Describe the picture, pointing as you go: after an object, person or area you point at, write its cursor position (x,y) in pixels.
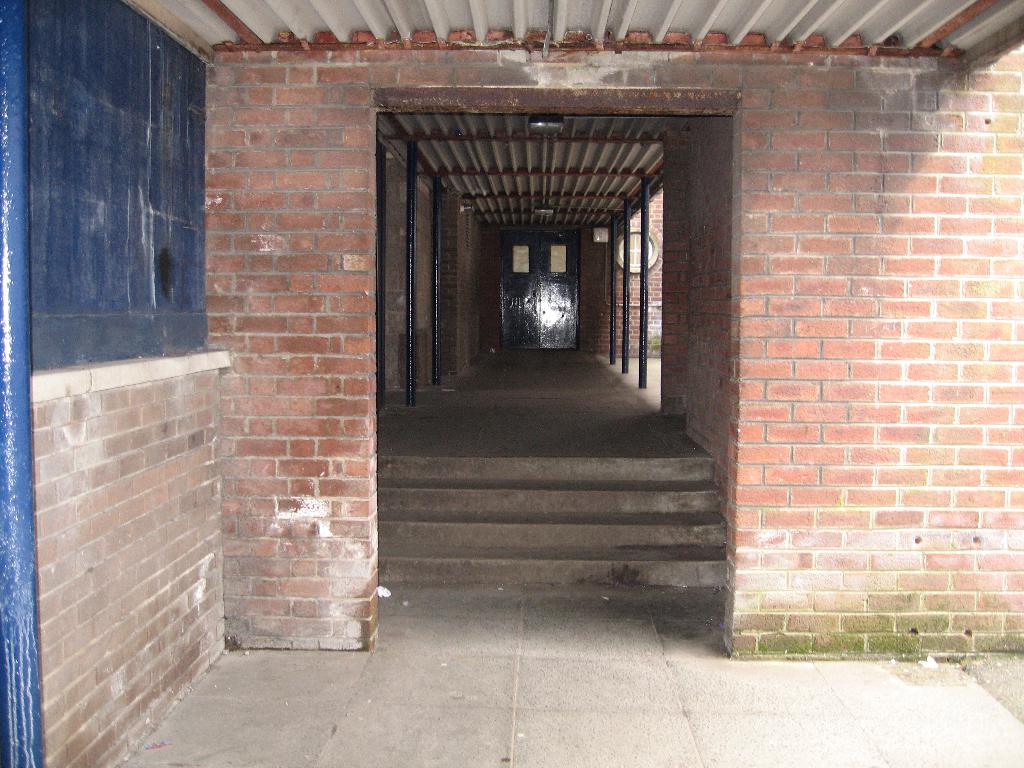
On the left side (136,205), there is a board (136,127) which is attached to the brick wall (187,506) of a building (288,342) which is having roof (910,20), steps (532,462), floor (526,392) and poles (624,218). In the background (567,320), there is a door (559,262).
